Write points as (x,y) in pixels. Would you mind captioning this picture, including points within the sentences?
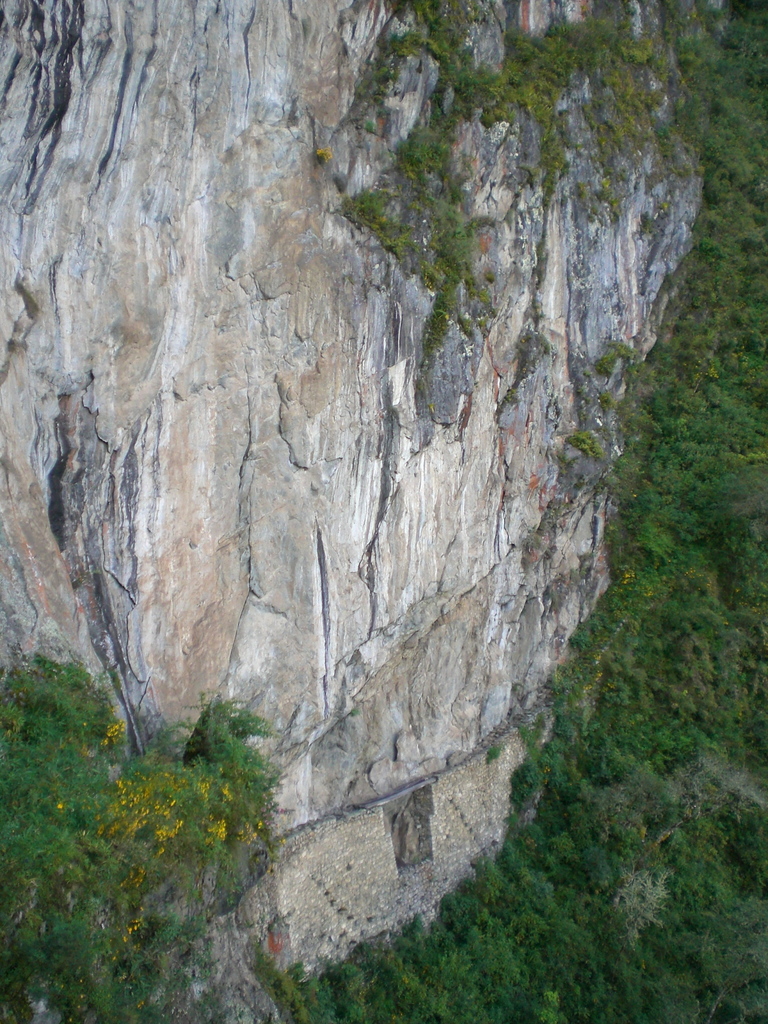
On this rock (426,310) there are plants (115,896).
